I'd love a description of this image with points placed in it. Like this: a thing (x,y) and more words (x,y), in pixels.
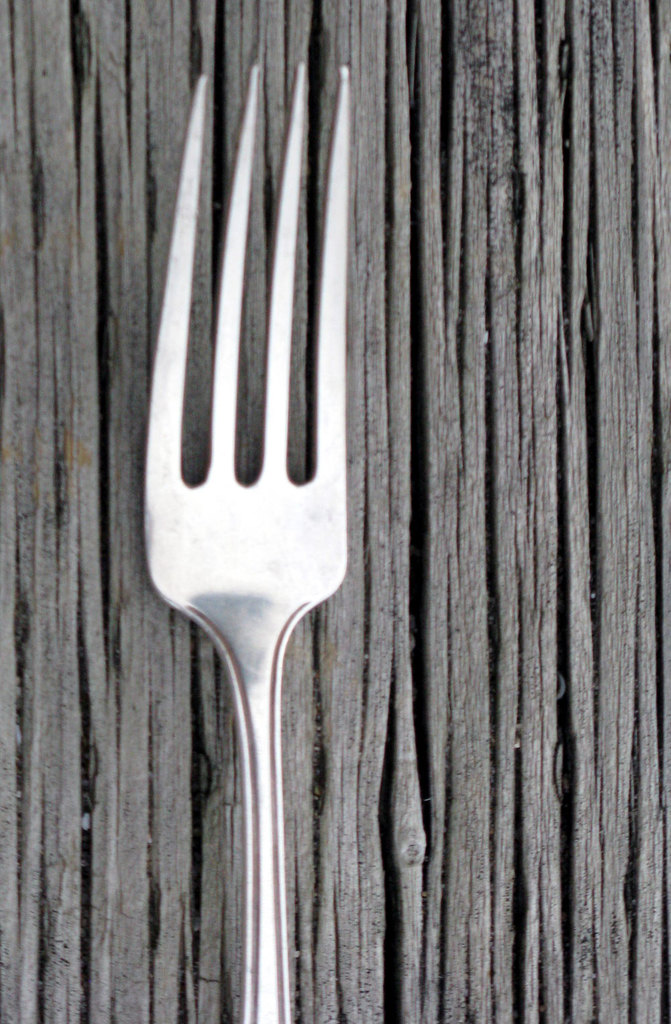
In the center of the image (302,493) there is a fork (272,719) placed on the table (18,635).
